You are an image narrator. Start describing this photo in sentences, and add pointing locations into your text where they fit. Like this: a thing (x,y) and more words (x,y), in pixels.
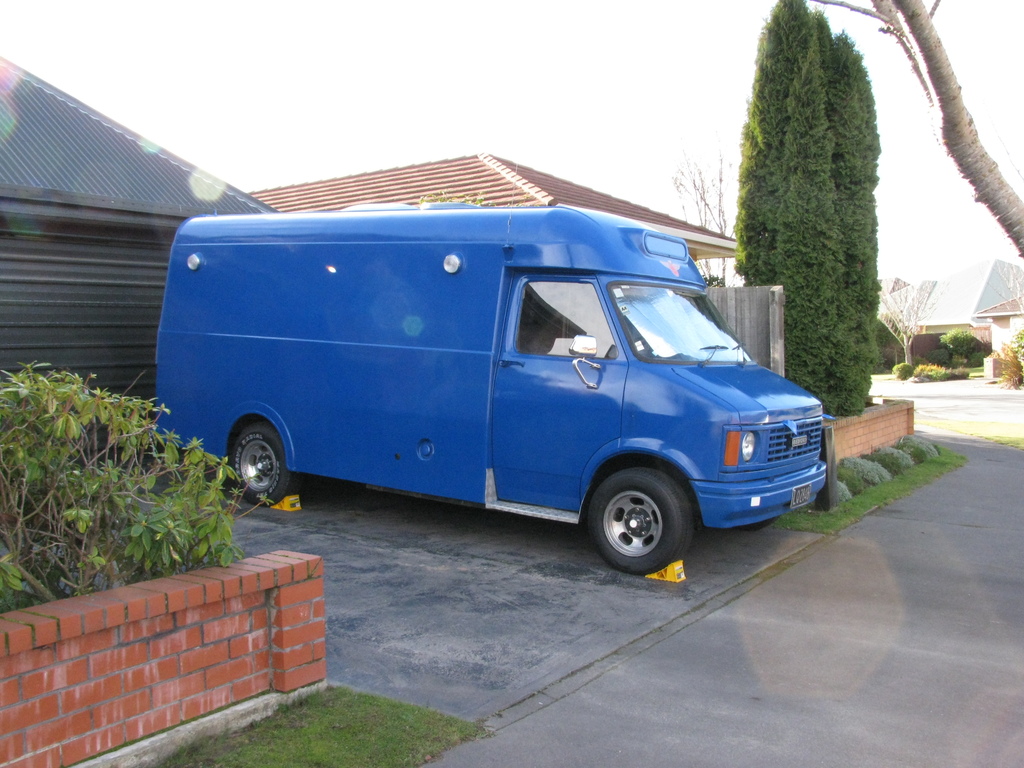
In the center of the image (499,408) we can see a vehicle (516,390) which is in blue color. In the background (245,194) there are houses (29,217) and trees (859,79). At the bottom (810,642) there is a road (825,687). On the left (240,689) there is a wall (262,605) and a plant (116,464). At the top (458,100) there is sky (442,107).
